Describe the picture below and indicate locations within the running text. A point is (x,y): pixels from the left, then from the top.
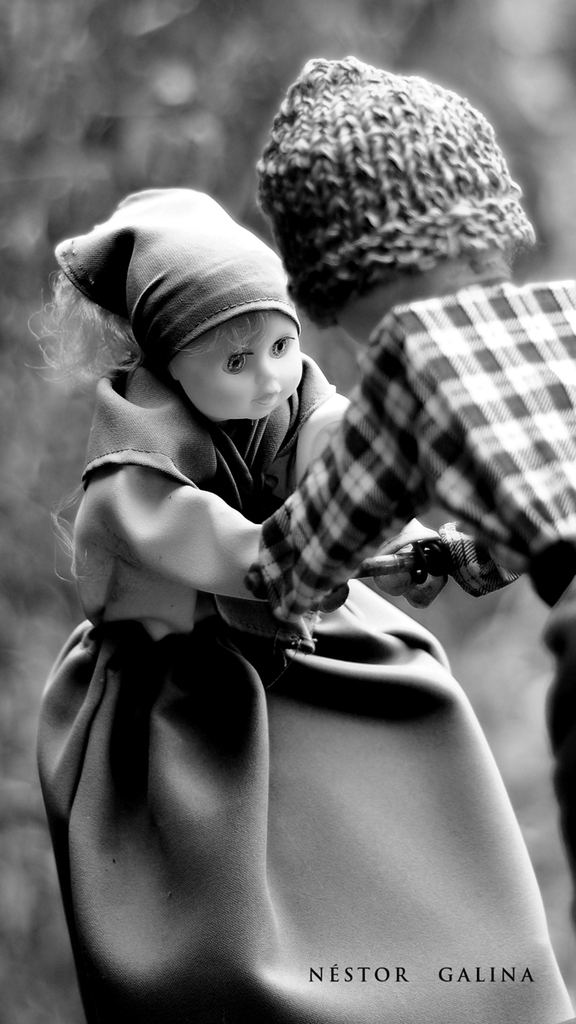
In this picture I see 2 dolls (310,498) in front (536,370) and I see that these dolls (318,475) are wearing clothes (362,373) and I see the watermark (451,975) on the right bottom of this image (398,974) and I see that this is a black and white picture.
